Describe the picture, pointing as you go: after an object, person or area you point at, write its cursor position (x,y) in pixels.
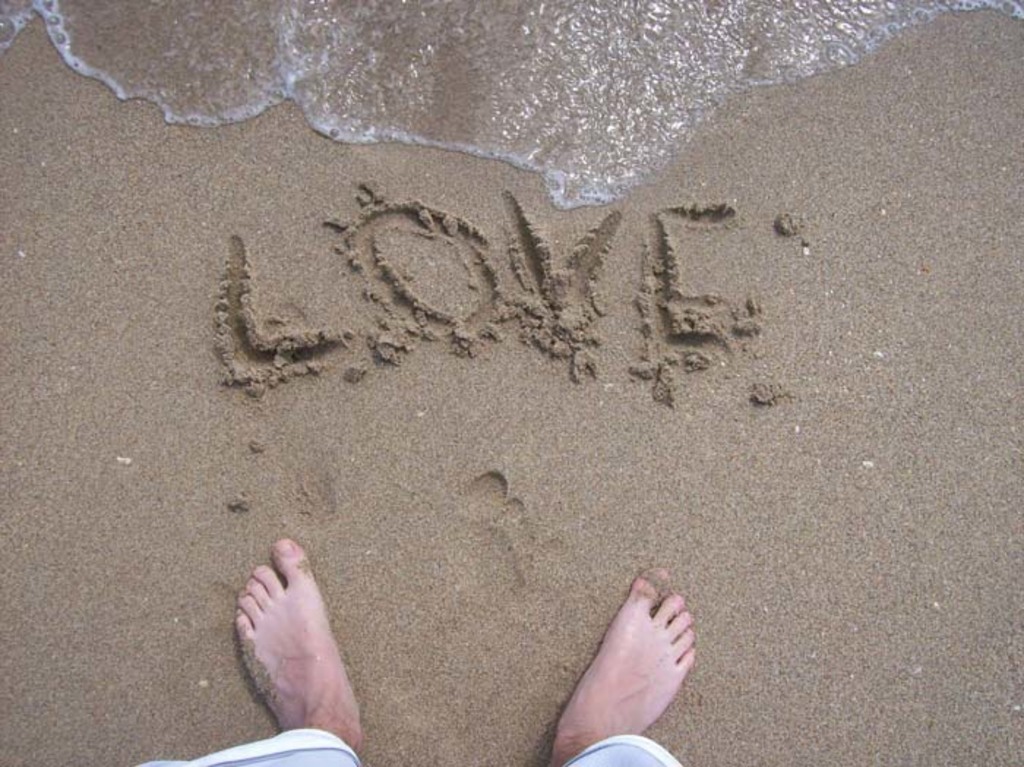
In this image I see the sand (861,719) on which there is a word (677,335) written which says "LOVE" and I see the water (381,113). Over here I see the legs (628,704) of a person (268,766).
